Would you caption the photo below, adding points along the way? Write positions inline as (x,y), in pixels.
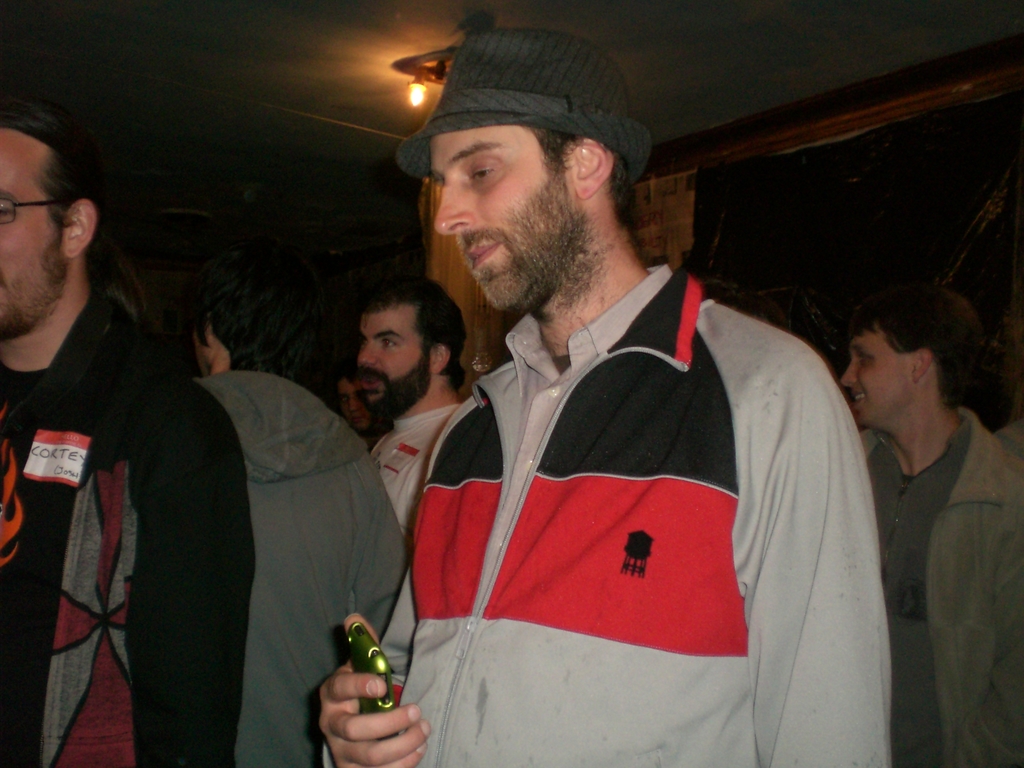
In the middle of the image (567,400) there is a man (570,408) with a hat (482,96) on his head (469,108) and he is standing. On the left corner of the image (62,574) there is a man (65,397) with spectacles (46,202). Behind them there are few people (974,490) standing. In the background (839,102) there is a wall (958,213) with an object (826,175). At the top of the image (392,67) there is ceiling (373,92) with light (422,100).
